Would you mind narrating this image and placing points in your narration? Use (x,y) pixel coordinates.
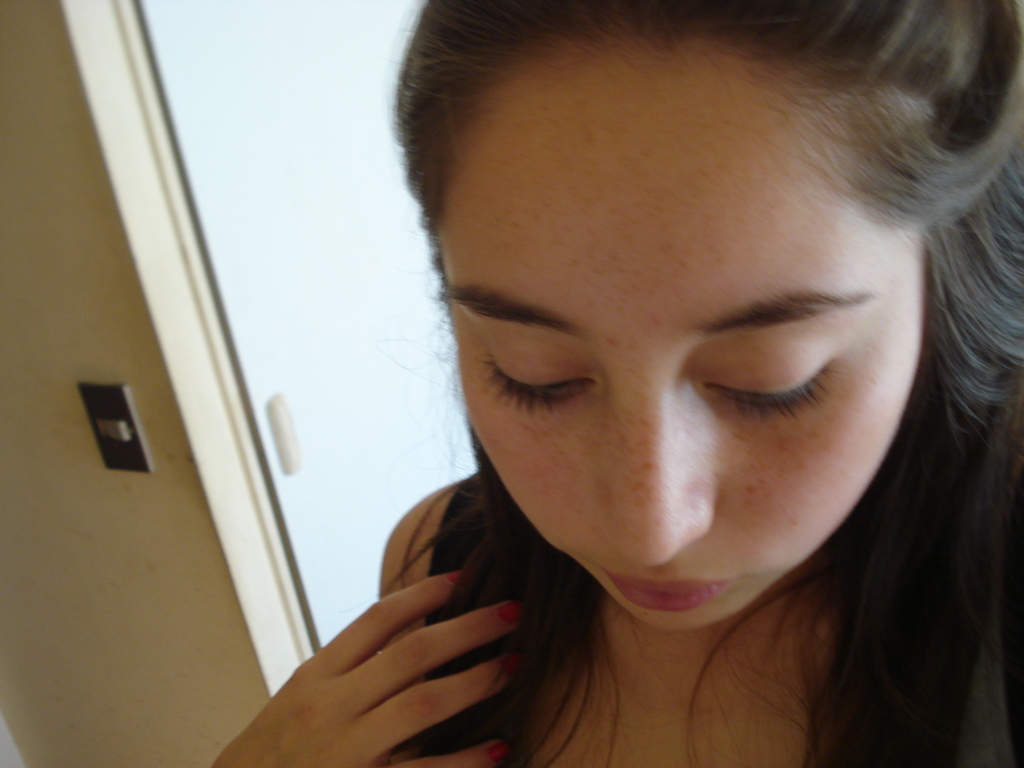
In the picture there is a woman (719,574), she is looking downwards and behind the woman (509,487) there is a door (254,393).
